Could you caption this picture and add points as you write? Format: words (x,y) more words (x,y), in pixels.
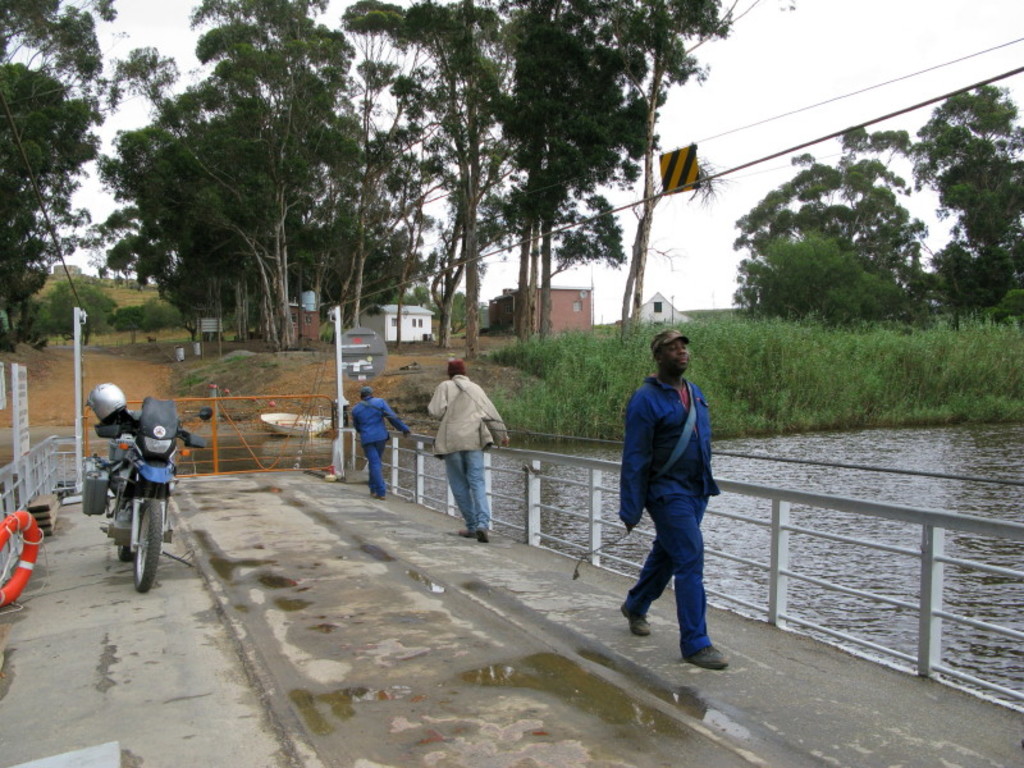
This picture is taken from outside of the city. In this image, on the right side (943,354), we can see some plants (791,362), tree (795,226), water (932,492) in a lake (932,492). In the middle of the image (405,437), we can see a boat (549,683). On the boat (727,629), we can see three people (451,371) are walking, on the left side of the boat (58,504), we can see a bike (140,581) and pipe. In the background (639,242), we can see some houses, trees (233,303), electric wires (663,196). At the top (221,19), we can see a sky (154,34), at the bottom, we can see a deck (630,760) with some puddles of water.
